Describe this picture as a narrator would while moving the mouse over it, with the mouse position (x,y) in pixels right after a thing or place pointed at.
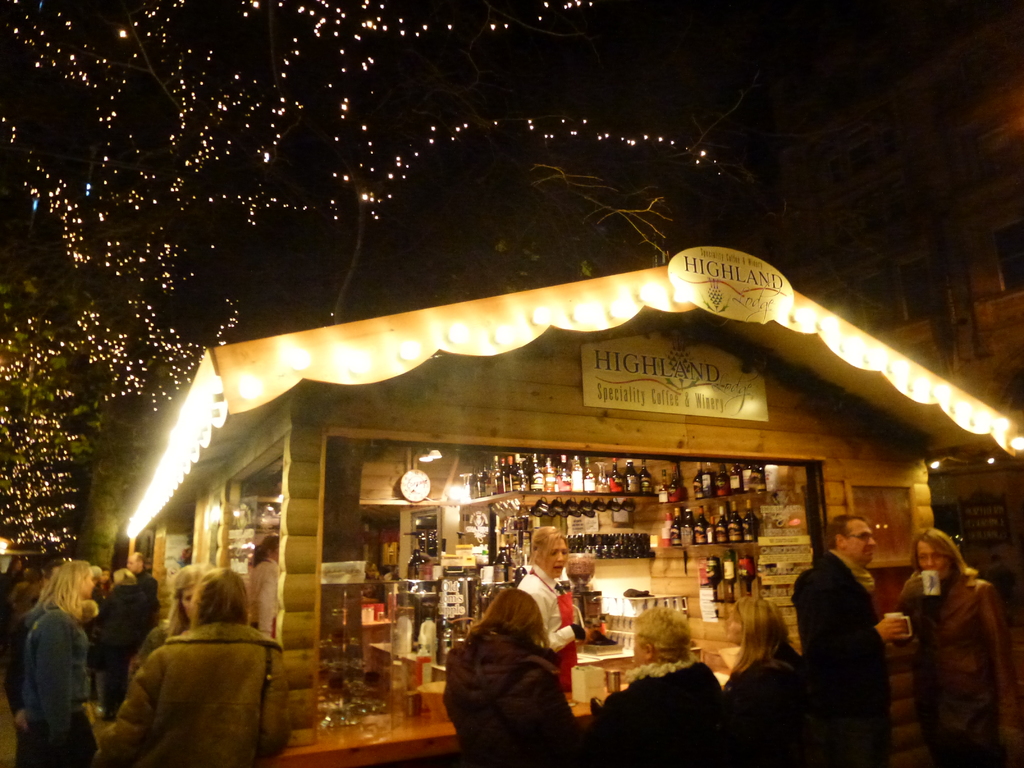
In this image there is a stall (664,512) with some bottles (747,511) arranged in it and there is a person (531,582) standing, in front of the stall (266,506) there are a few people (174,590) standing and few (818,645) are holding cups (898,621) in their hands (898,621). In the background (9,481) there is a tree (139,296) decorated with lights (177,193) and on the right side of the image (899,177) there is a building (942,245).
